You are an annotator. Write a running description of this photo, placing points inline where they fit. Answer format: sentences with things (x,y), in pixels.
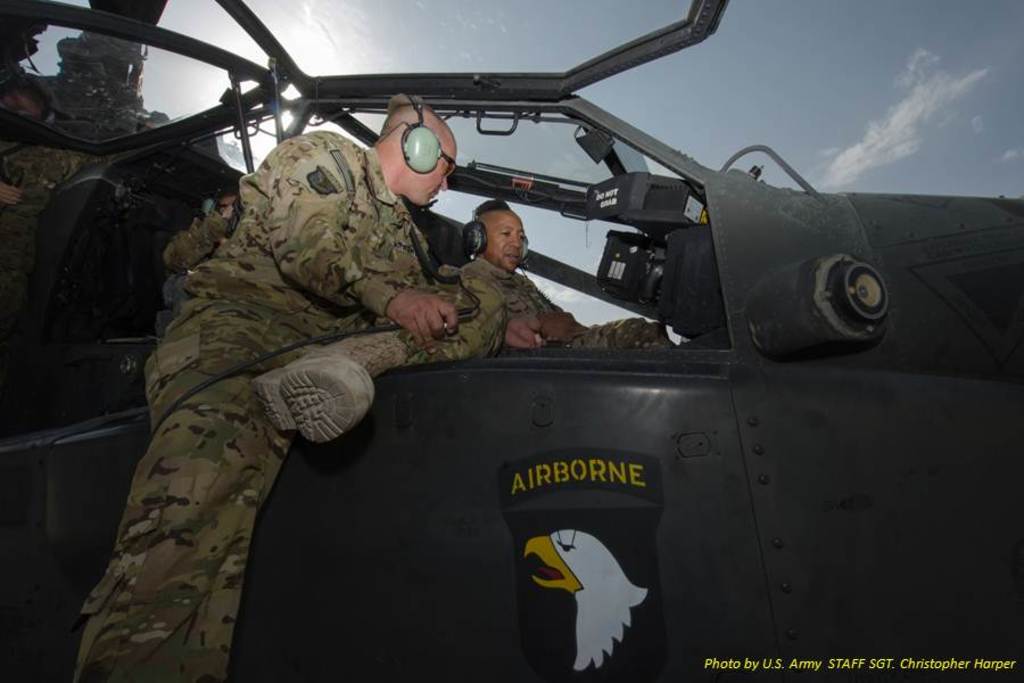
In this picture I can see there is a helicopter (773,428) and there are a few people (412,283) sitting in it. They are wearing army uniforms (390,287), there is a symbol (532,515) on the helicopter (873,257) and there are glass windows (73,104) and there is something written at the bottom of the image (882,656).
